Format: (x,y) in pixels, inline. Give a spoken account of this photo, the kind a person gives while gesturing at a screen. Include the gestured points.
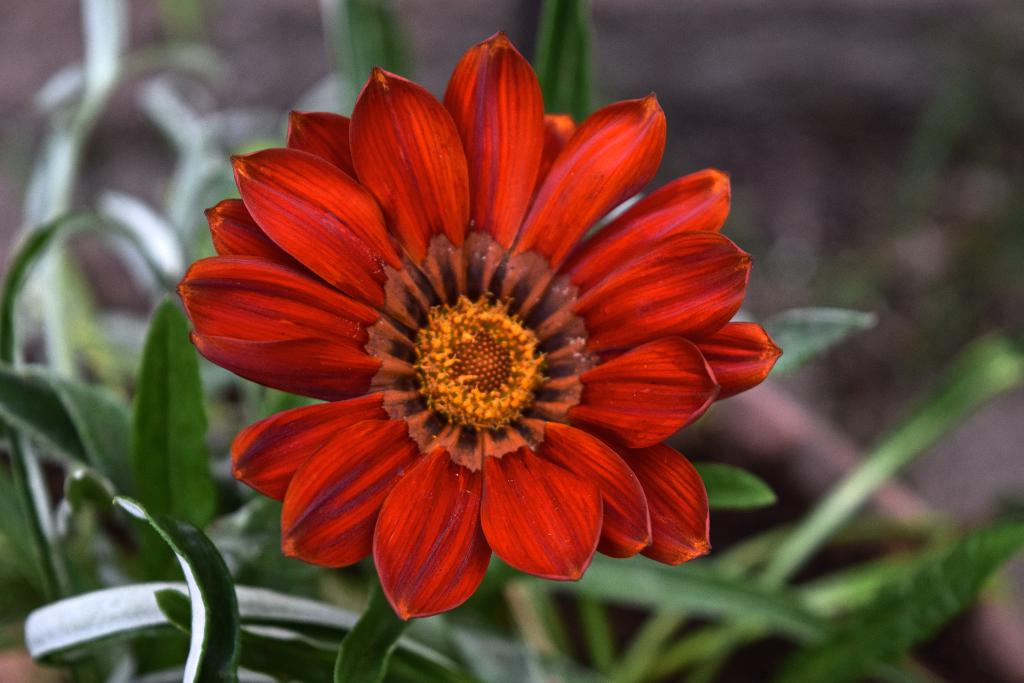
In this picture we can see a flower (396,322) in the middle of the image (473,420), and we can see few plants (768,496).
